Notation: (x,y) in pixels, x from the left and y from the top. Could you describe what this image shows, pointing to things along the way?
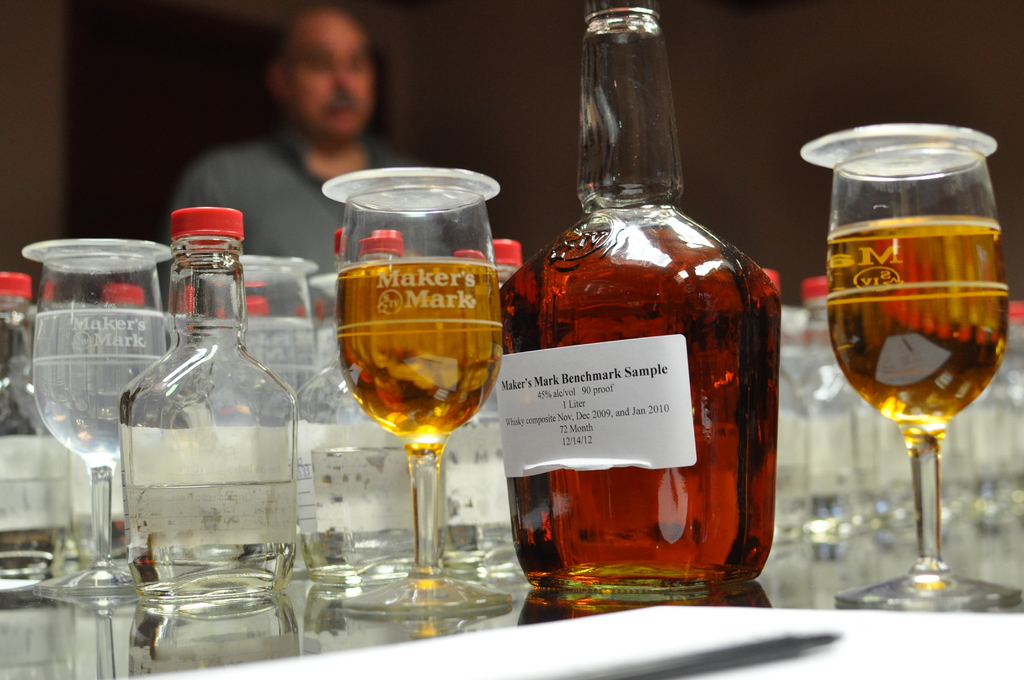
In the foreground of the picture (776,634) there is a table (811,606), on the table (306,641) there is a whiskey bottle (624,395) and there are many glasses (410,368). In the background (360,145) the person (336,128) is standing.
